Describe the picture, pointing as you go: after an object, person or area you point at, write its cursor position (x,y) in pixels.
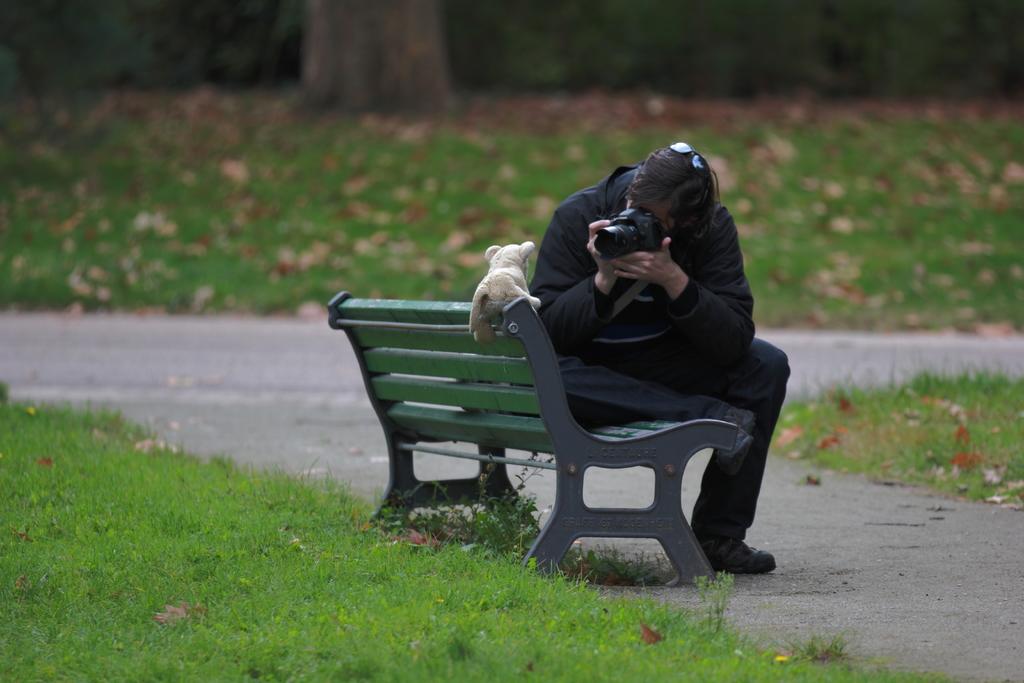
In the image its grass field (208,565) on either sides. In middle (510,269) its a road (832,364), there is a bench (507,422), a man (621,416) sat on it with a camera (627,243) clicking a picture of a teddy bear (503,281). And at the end there is a big tree (373,70).
